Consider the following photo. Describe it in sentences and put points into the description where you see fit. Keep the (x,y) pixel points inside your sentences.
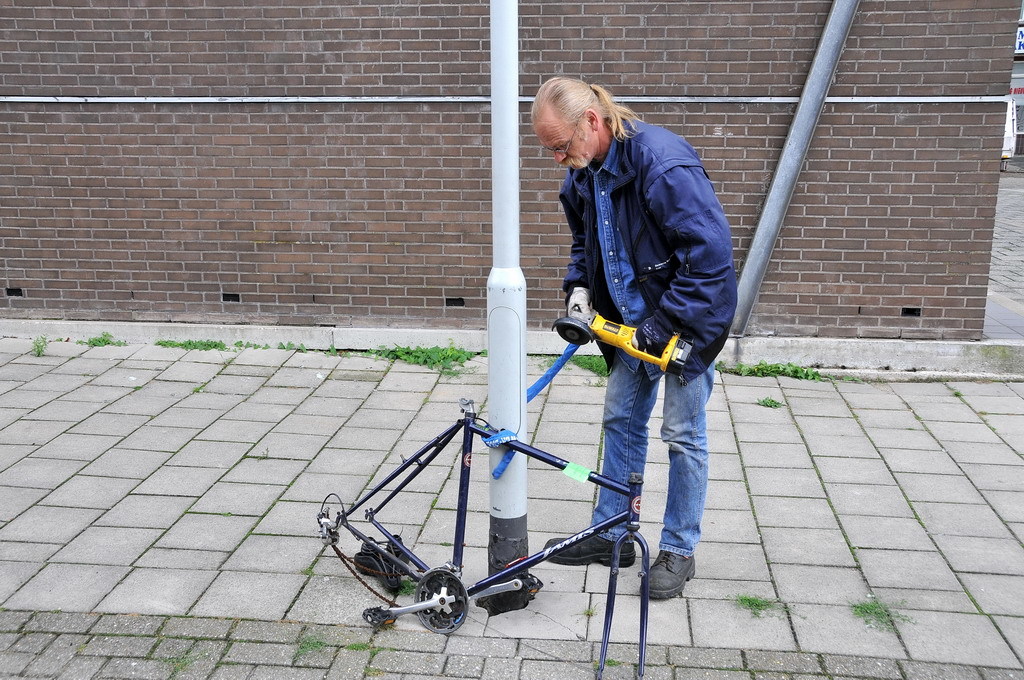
In this image there is one person (634,375) standing and wearing a blue color jacket (677,230) and holding an object (661,364) in the middle of this image (661,364). There is a wall (258,191) in the background (460,130). There is a pole (511,473) in the middle of this image (496,263) which is in white color. There is a floor (397,462) in the bottom of this image (849,527).
